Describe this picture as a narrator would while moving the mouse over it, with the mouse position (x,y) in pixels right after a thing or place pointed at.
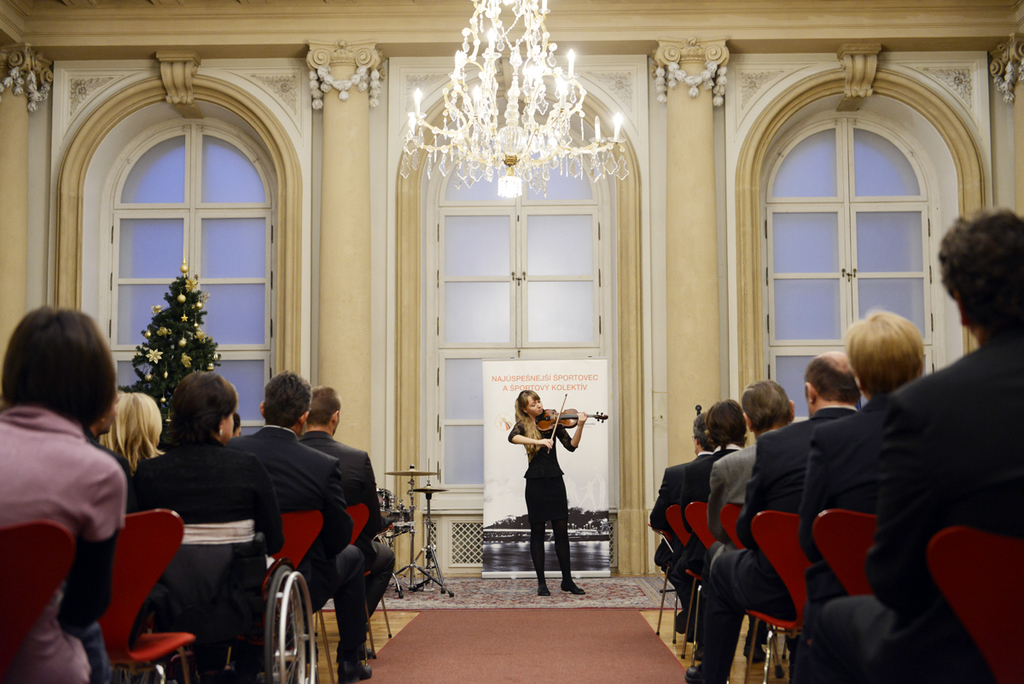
In this image in the middle (530,416) there is a woman (528,435) she is playing violin (554,425) and there is a light (485,163). On the right (801,523) there are some people (814,482) sitting on the chairs (776,553). On the left (221,505) there are some people (343,558), Christmas tree (170,372), window (214,194) and pillar (350,155).
